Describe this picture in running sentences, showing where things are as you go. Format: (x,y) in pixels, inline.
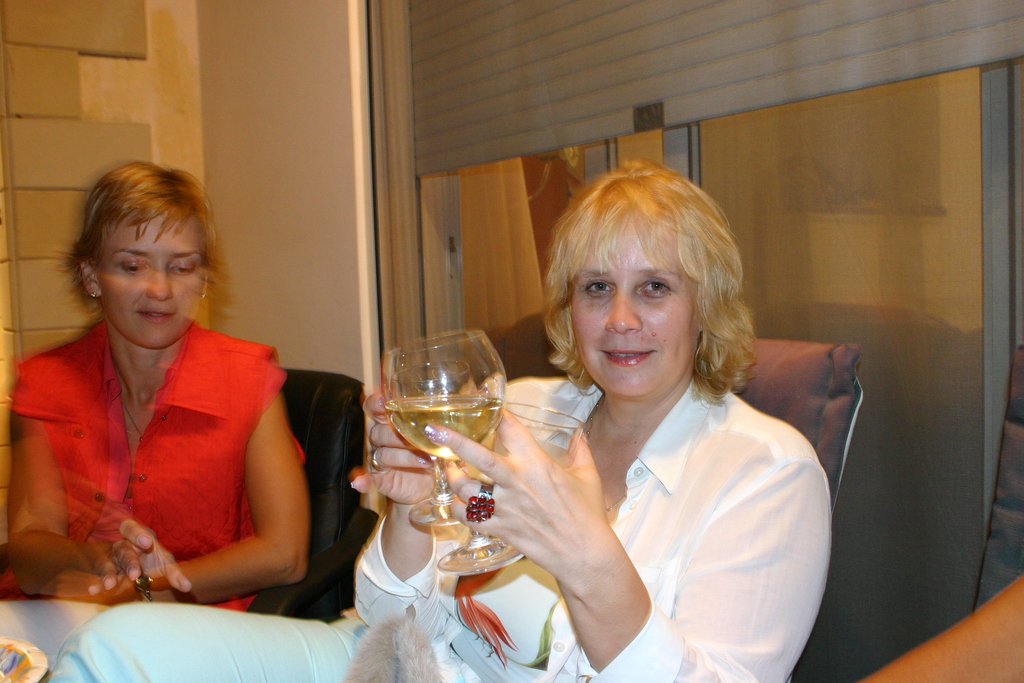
In this image there are two ladies (246,456). The lady (639,349) in the middle (594,408) wearing white shirt (720,519) is holding two glasses (424,402) is smiling. And the lady (199,470) on the left (171,439) she is wearing red. they both are sitting on chair (519,322). In the background (273,127) there is a wall (322,169).
